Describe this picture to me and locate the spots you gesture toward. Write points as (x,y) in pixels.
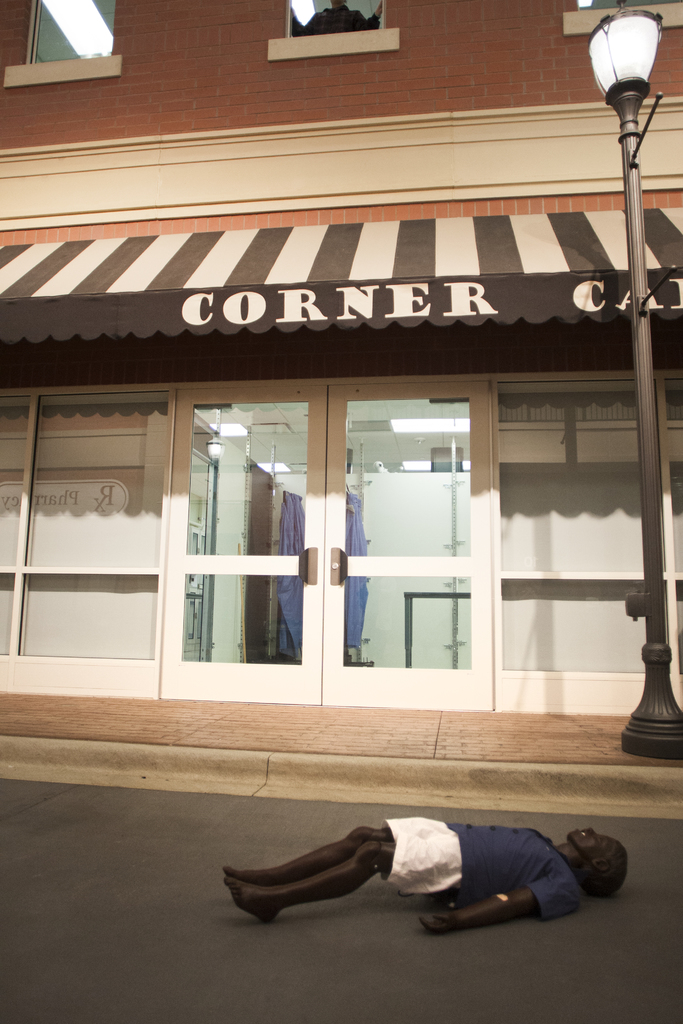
In this image there is a building (401,531) and we can see a store (344,383). At the bottom (616,854) there is a toy (447,864). On the right (631,136) there is a pole (641,223).
